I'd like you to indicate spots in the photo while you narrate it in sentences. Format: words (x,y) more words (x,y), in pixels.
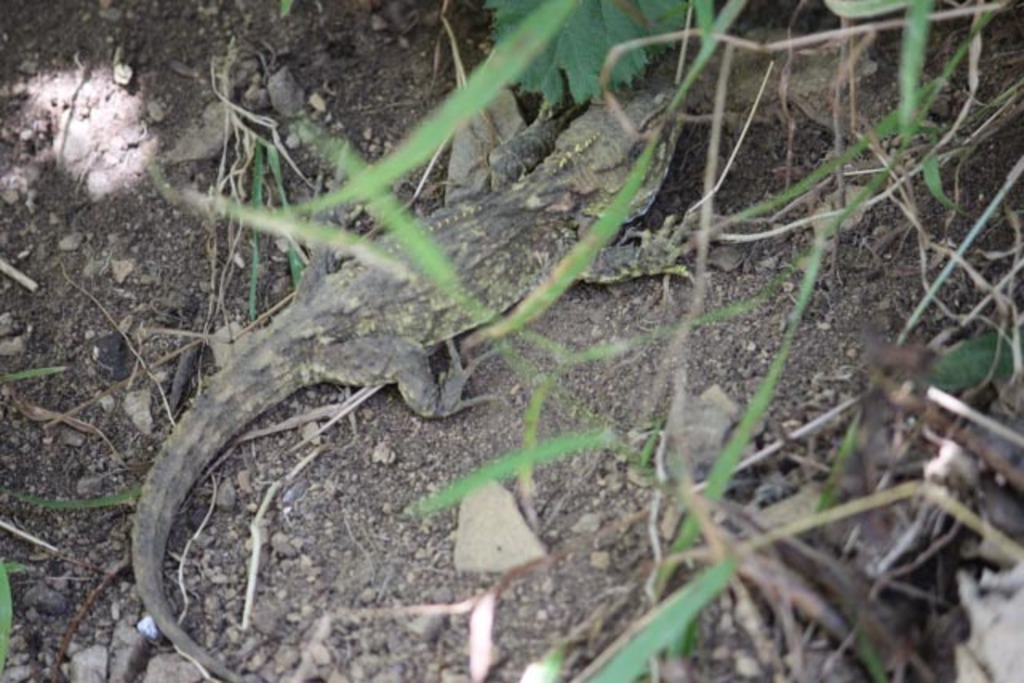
In the center of the image (381,314) we can see a reptile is present on the ground (607,341). In the background of the image (3,594) we can see the grass (491,341), stones (25,675).
